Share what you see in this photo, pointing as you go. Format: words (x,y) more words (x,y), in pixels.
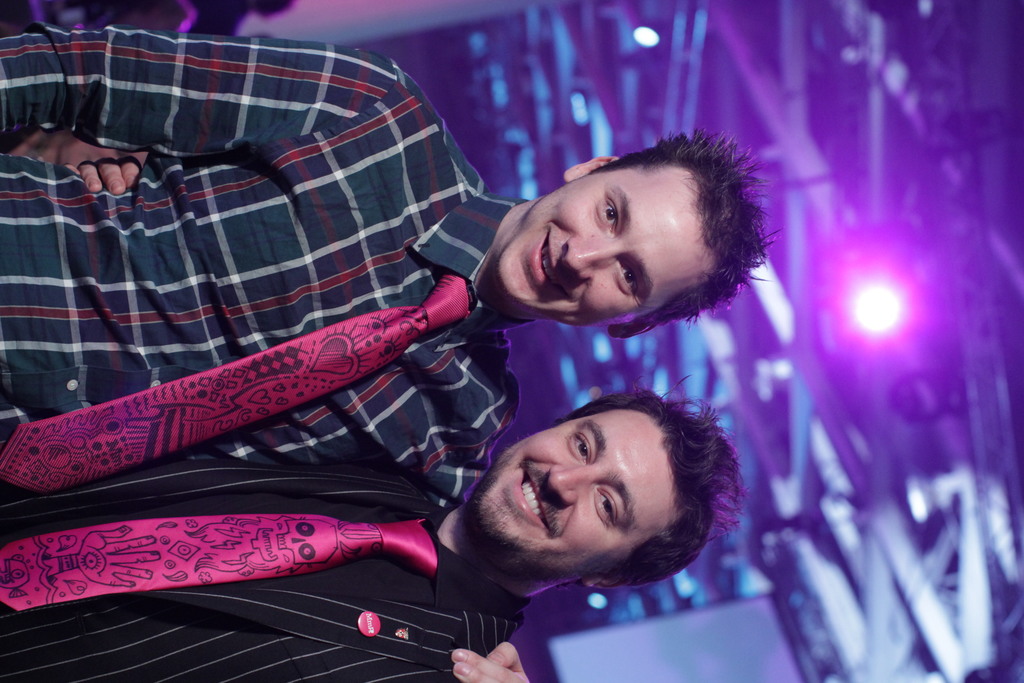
This picture seems to be clicked inside. On the left (21,198) there is a person (352,210) wearing shirt (346,285), tie (356,357), smiling and standing, beside him there is another person (394,573) wearing suit (244,634), pink color tie (291,565), smiling and standing. In the background (874,61) we can see the metal rods (917,592), the focusing lights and some other items (675,650).
